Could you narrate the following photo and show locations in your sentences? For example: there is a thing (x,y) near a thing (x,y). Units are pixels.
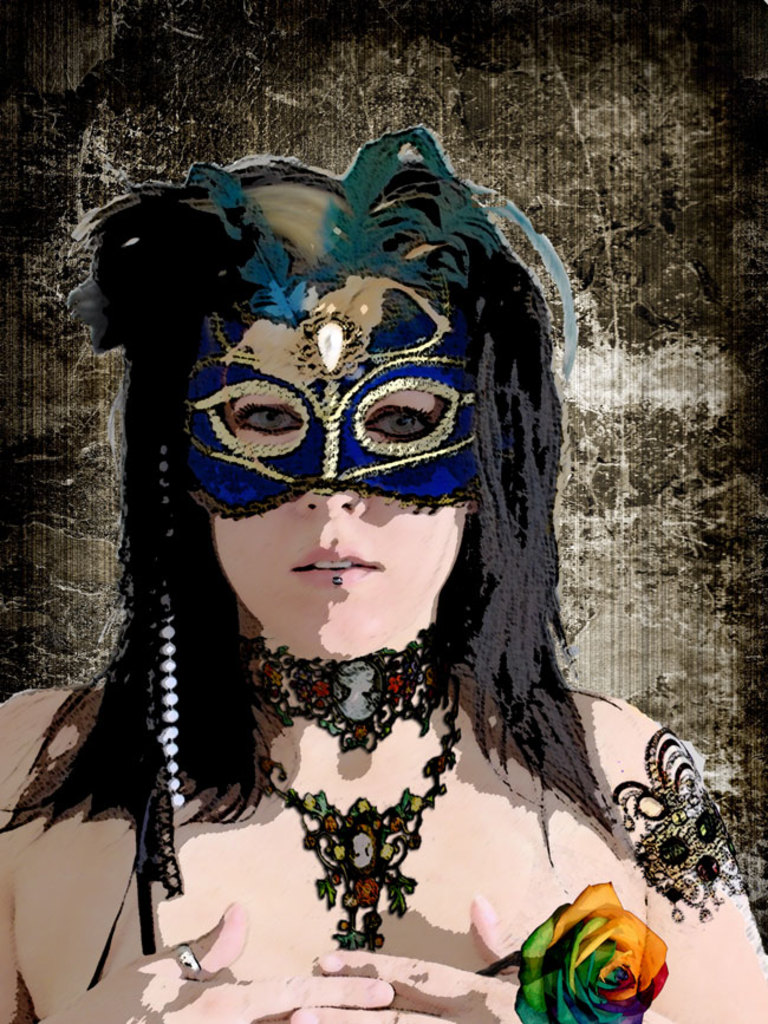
In this Image I can see painting (100,482) of a woman (297,809). I can see she is wearing blue mask (319,486), necklace (308,712) and she is holding a flower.
